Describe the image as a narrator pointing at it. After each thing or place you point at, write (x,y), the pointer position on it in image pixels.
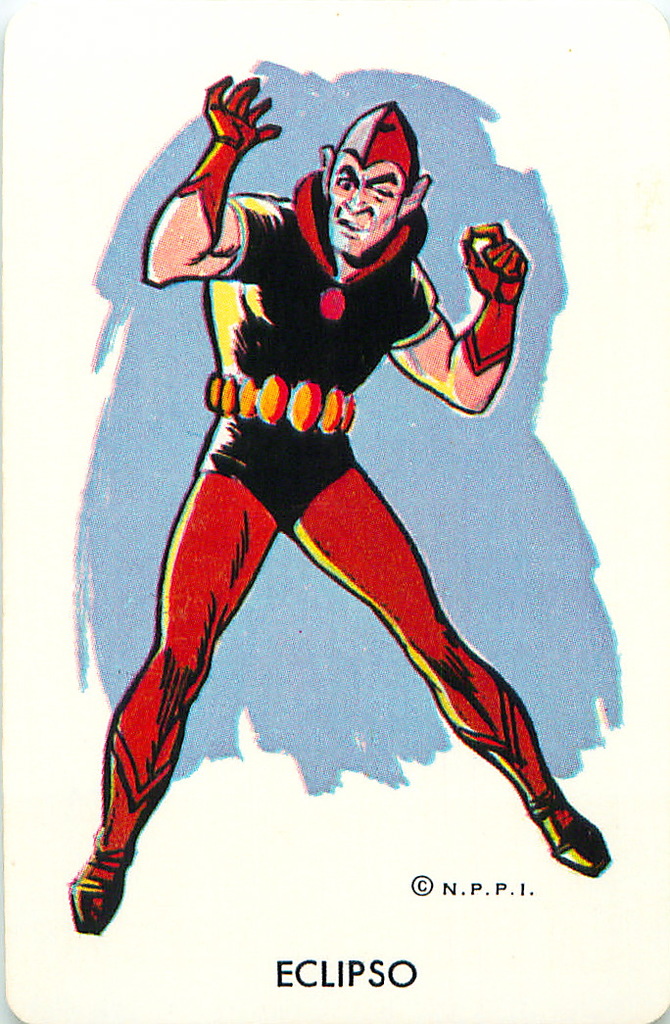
This image consists of a poster (266,515) in which there is a man (216,515) wearing red cap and black dress (312,499). At the bottom (384,973), there is a text (279,962).
